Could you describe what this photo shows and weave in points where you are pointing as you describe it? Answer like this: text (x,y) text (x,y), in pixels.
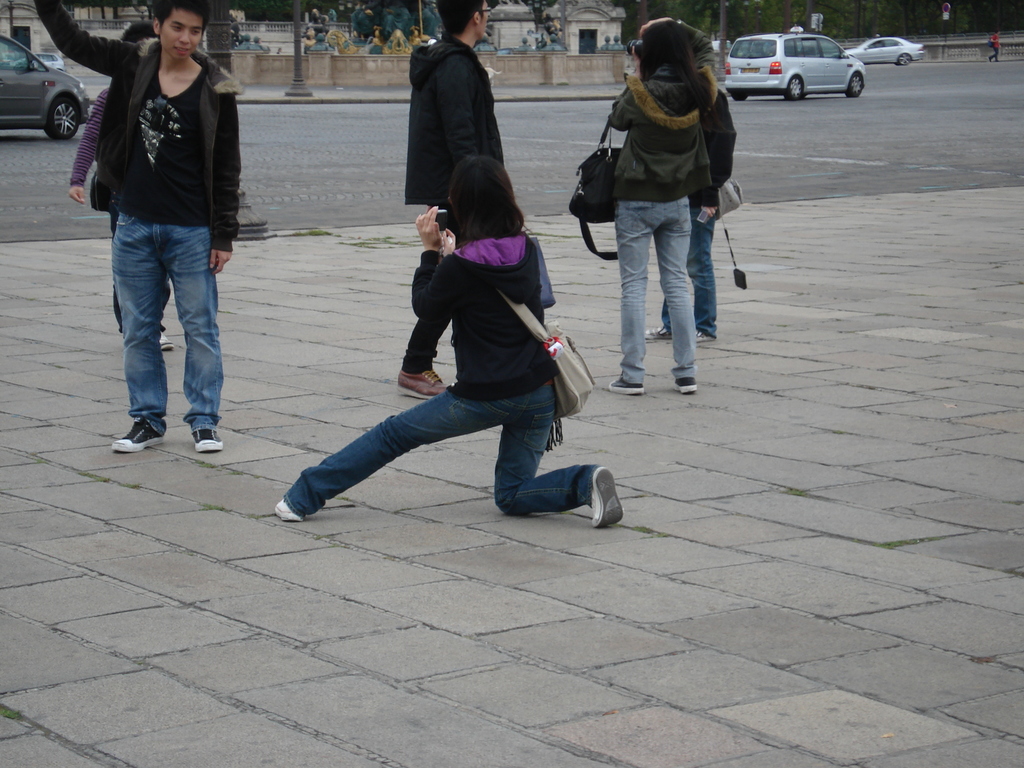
In this image, we can see persons (639,100) wearing clothes (161,101). There are cars (853,49) on the road (308,152). There is a wall (526,80) and pole (296,64) at the top of the image (312,68).
